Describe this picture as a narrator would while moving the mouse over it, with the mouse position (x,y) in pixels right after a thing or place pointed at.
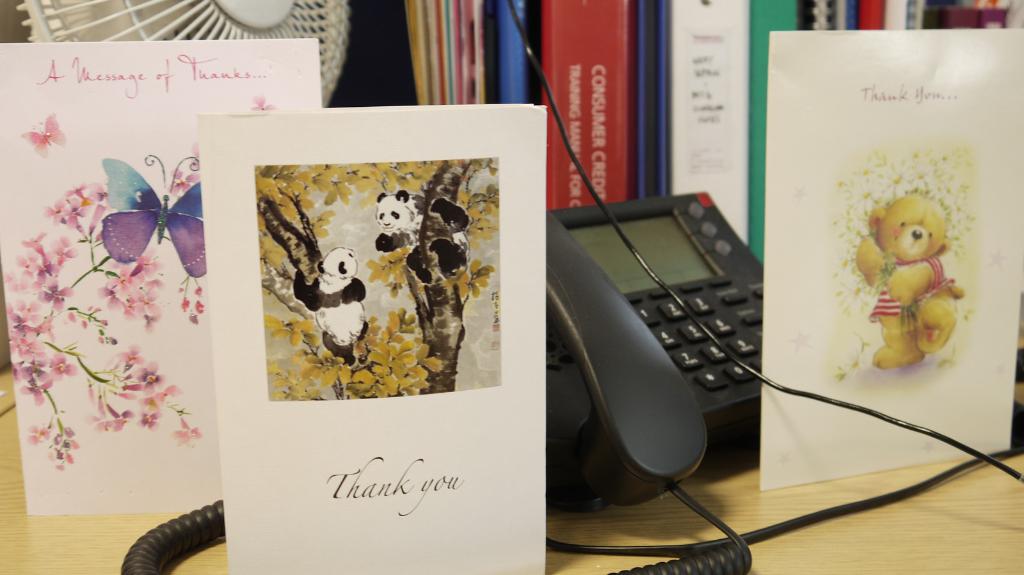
In this image, I can see the greeting cards (191,355), telephone (628,306), books (571,106) and a table fan (135,23) on the table (896,550).
